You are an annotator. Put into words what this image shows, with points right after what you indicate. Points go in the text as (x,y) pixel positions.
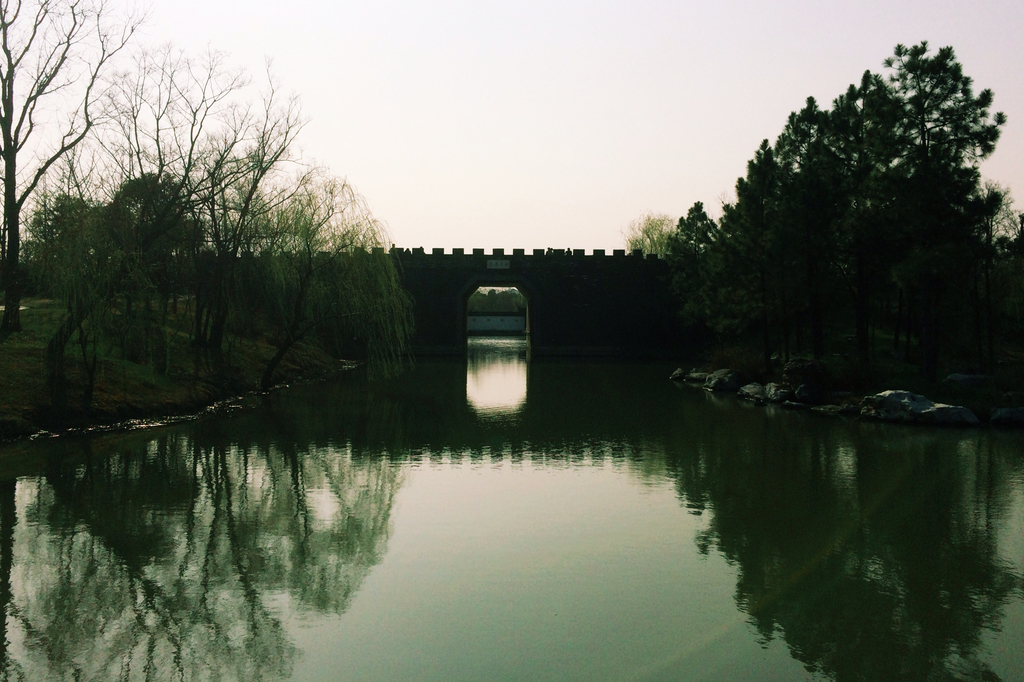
In this image I can see few trees (201,201), water (582,430), bridge (564,314) and few rocks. The sky (521,170) is in white color.
